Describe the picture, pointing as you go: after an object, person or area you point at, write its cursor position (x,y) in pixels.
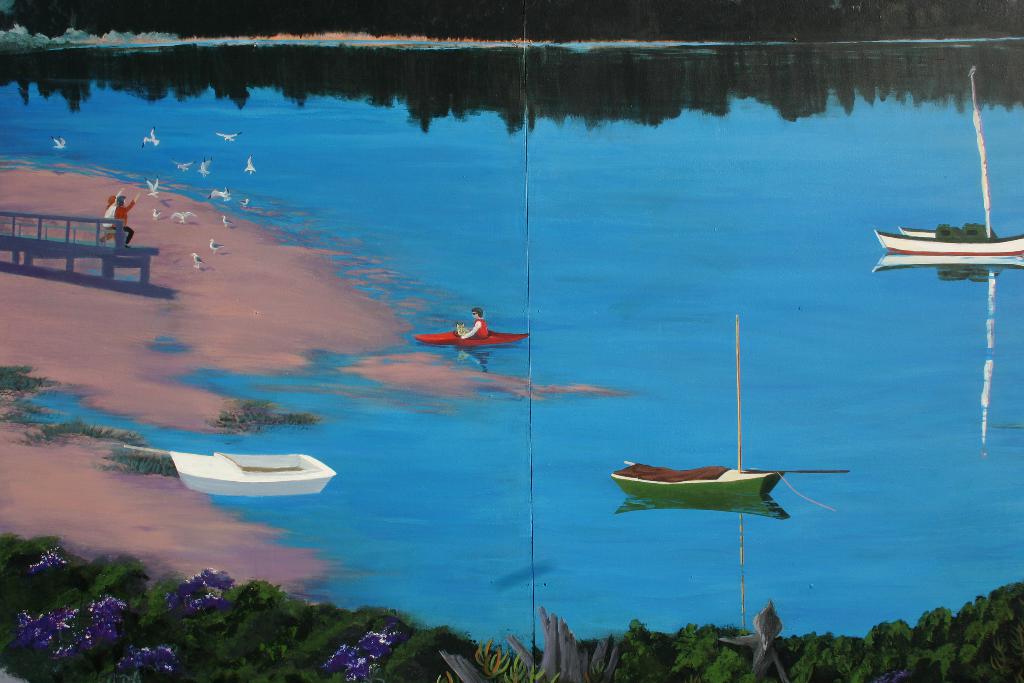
In this picture we can see the painting (960,123). On the left (116,239) there are two persons (128,236) were standing on the bench (39,232) and they are playing with the birds (151,215). In the center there is a man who is sitting on the boat (510,342). On the right (896,241) we can see many boats (1021,241) on the water (1000,382). At the bottom (240,624) we can see some flowers (83,639) on the plant (664,672). In the background (898,1) we can see many trees (845,25).
